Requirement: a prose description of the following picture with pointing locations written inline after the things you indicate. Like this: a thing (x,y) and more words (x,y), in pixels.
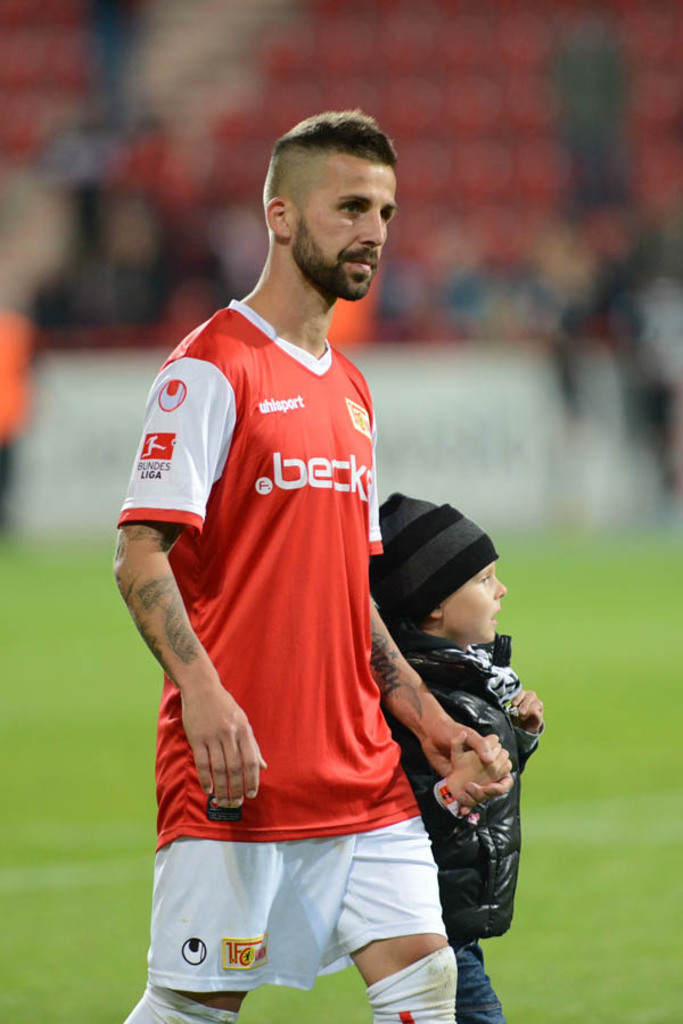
There is a man (403,825) and a child (474,599) in the foreground area of the image (298,566) and the background (529,485) is blurry.
